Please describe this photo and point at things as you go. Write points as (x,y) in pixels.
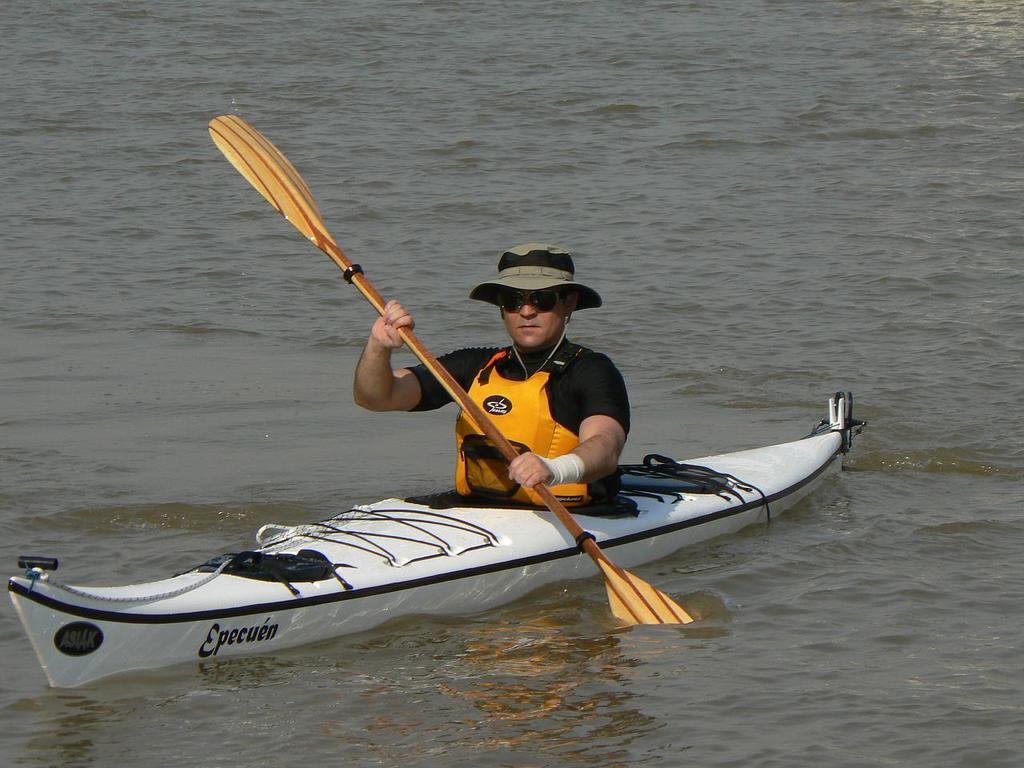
In this image I can see the person (528,452) sitting on the boat (304,583). The person (553,491) is wearing the black color dress (586,395) and the yellow color jacket (486,473). He is also wearing the goggles (546,303) and hat (562,281). The person (567,271) is holding the paddle (421,352). The boat (405,571) is in white color. It is on the water (731,649).
